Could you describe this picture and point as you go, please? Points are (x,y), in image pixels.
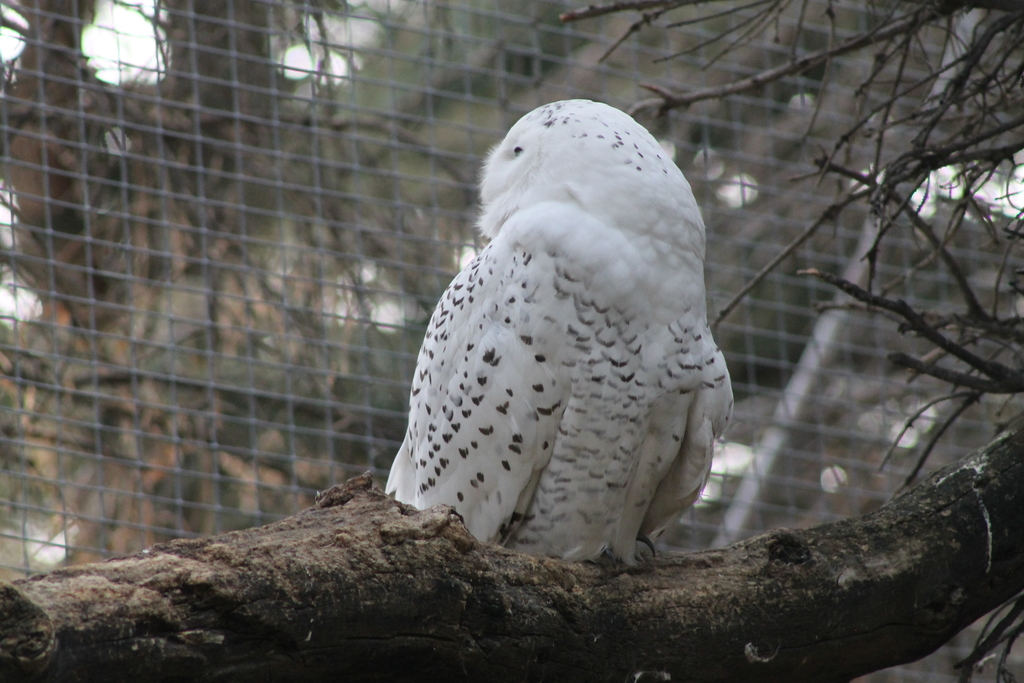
In this image, we can see a bird (547,337) on the wood (538,619) which is in front of the mesh (209,390).
